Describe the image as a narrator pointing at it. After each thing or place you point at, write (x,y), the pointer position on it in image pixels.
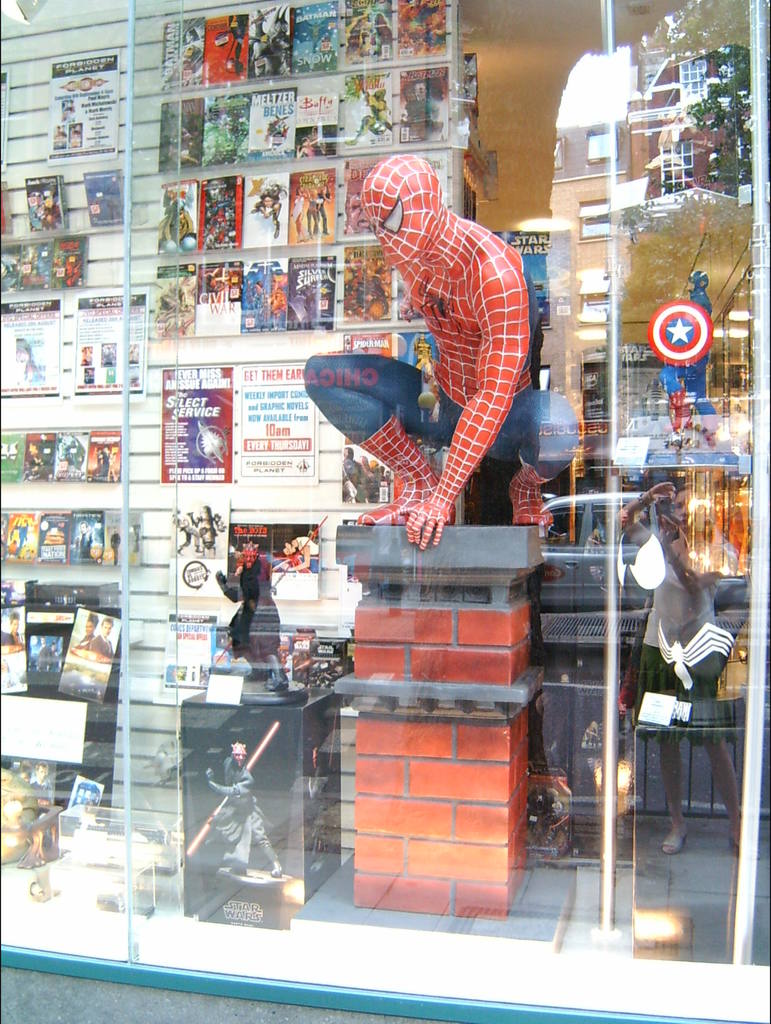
In this image we can see a glass (587,765). Through the glass (293,487) we can see toys (410,442) and papers (175,302) on a wall (146,363). On the right side (677,163), on the glass (750,393) we can see the reflection (686,248) of building (702,94), tree (635,288), person (702,699) and a vehicle (605,577).
